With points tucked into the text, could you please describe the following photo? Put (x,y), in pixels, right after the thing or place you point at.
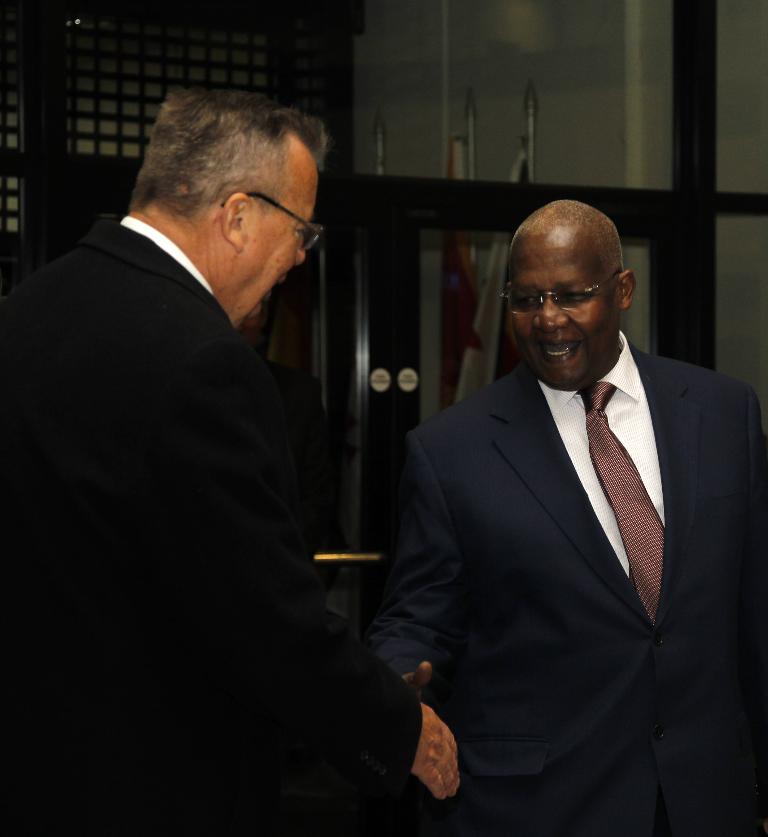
In this picture there are two people (212,578) standing and talking. At the back (483,78) there flags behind the glass wall (461,158).
